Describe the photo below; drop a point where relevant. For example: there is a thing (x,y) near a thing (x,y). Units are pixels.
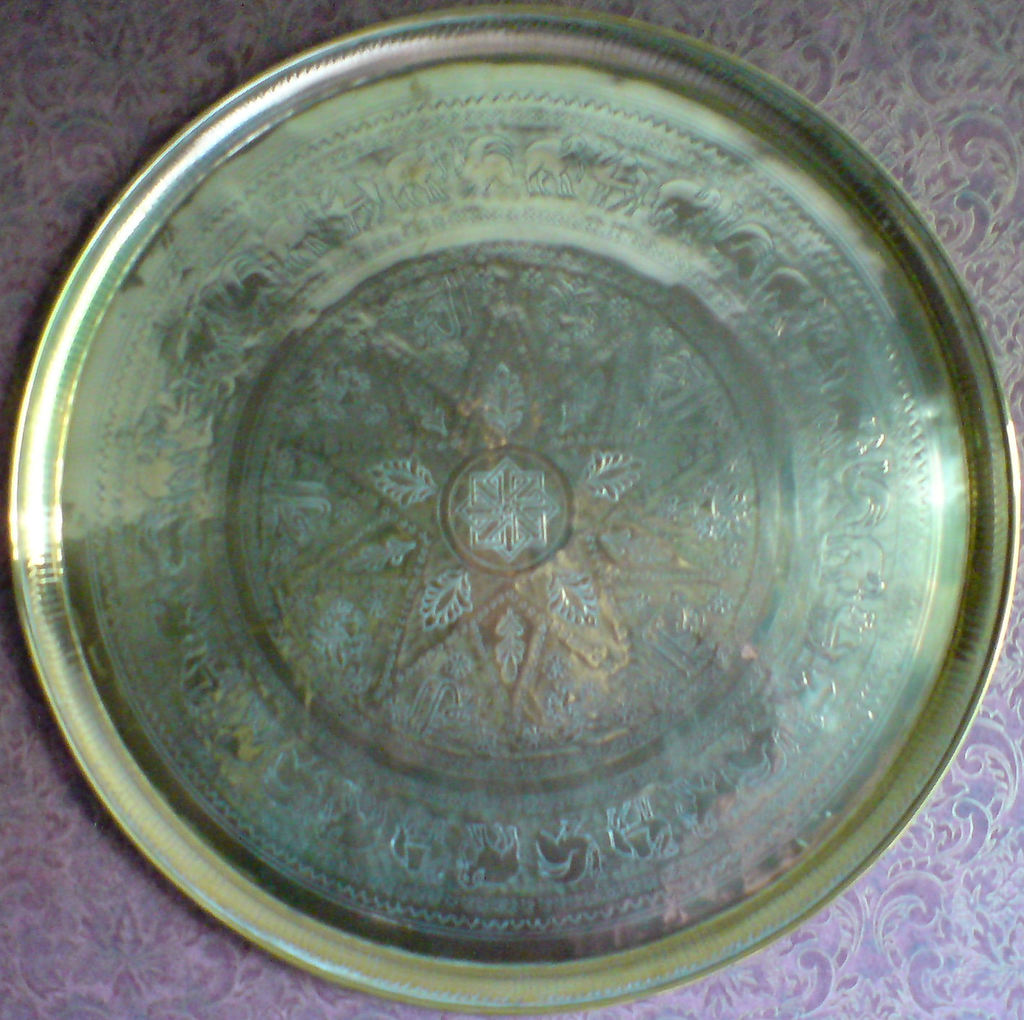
In the image we can see there is a brass plate (625,550) kept on the table (80,1010).
